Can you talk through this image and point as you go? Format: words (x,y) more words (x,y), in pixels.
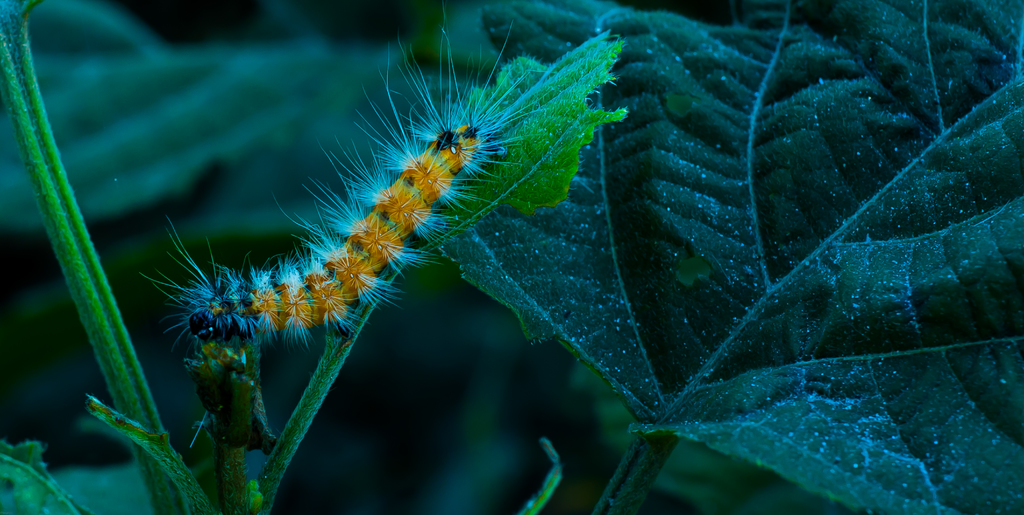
In this image there are leaves (562,159). There is a insect (384,253) on the stem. There is greenery (264,155) in the background (79,165).
